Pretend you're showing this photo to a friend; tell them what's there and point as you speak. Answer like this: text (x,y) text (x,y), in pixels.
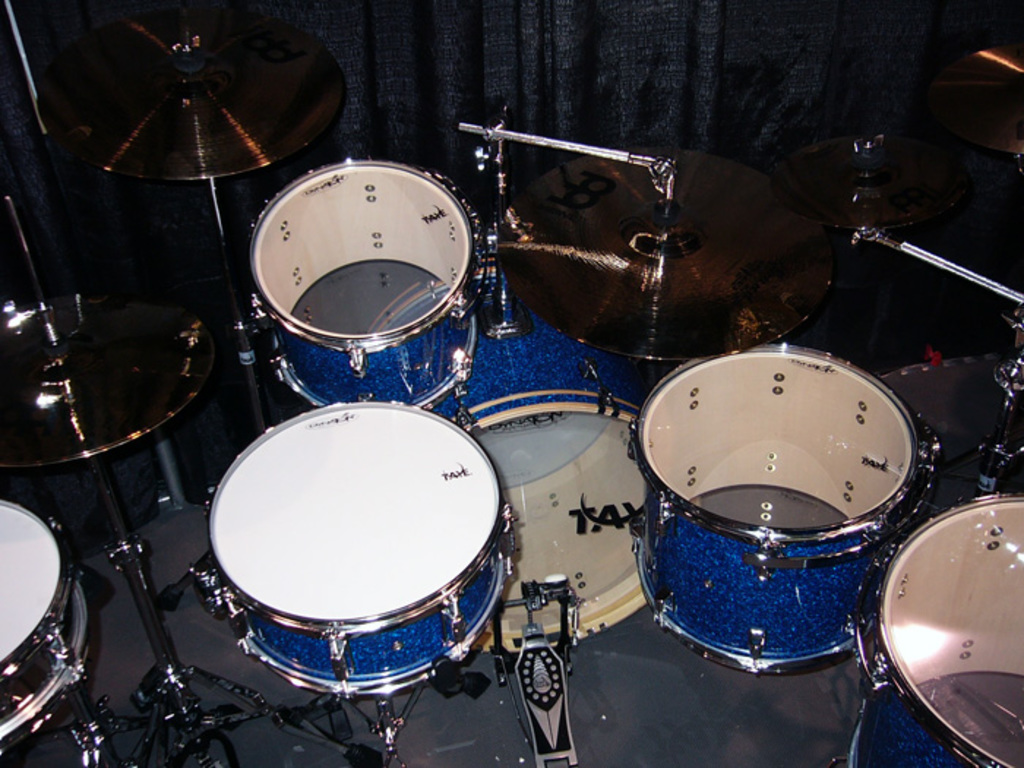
In this image we can see a musical instrument (739,506). In the background (655,97) there is a curtain (629,80).
